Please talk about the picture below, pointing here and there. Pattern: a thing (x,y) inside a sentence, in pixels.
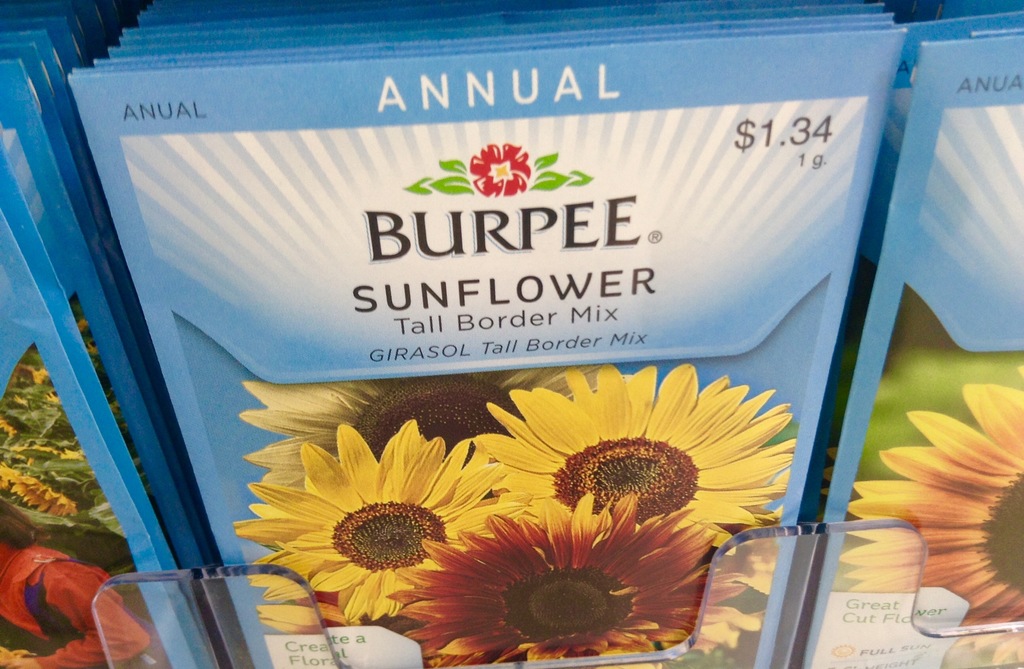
In this image I can see there are blue color packets (678,270), on this there are sunflower images (520,512).
